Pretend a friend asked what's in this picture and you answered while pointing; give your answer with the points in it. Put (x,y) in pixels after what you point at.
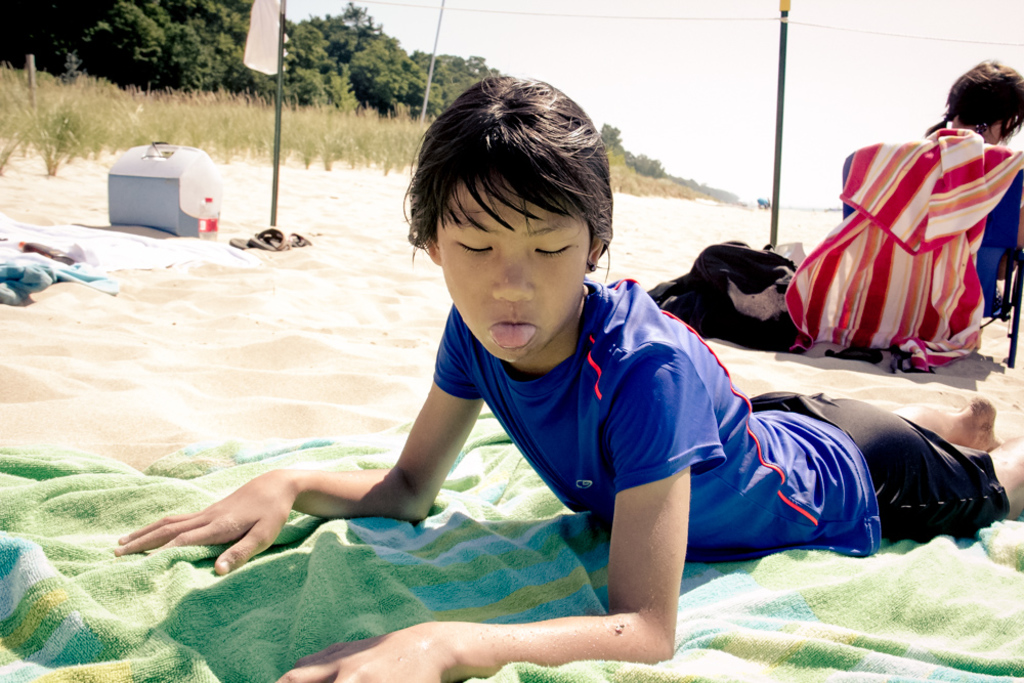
In this image there is a person (649,561) laying on the towel (433,522), which is on the sand (997,344), and another person (1003,135) sitting on the chair (1018,201), there are bags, bottles (212,226), sandals (235,240), cloth (941,250), box (145,171) on the sand (694,236), and in the background (816,105) there are trees (198,68), poles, sky (731,78).
